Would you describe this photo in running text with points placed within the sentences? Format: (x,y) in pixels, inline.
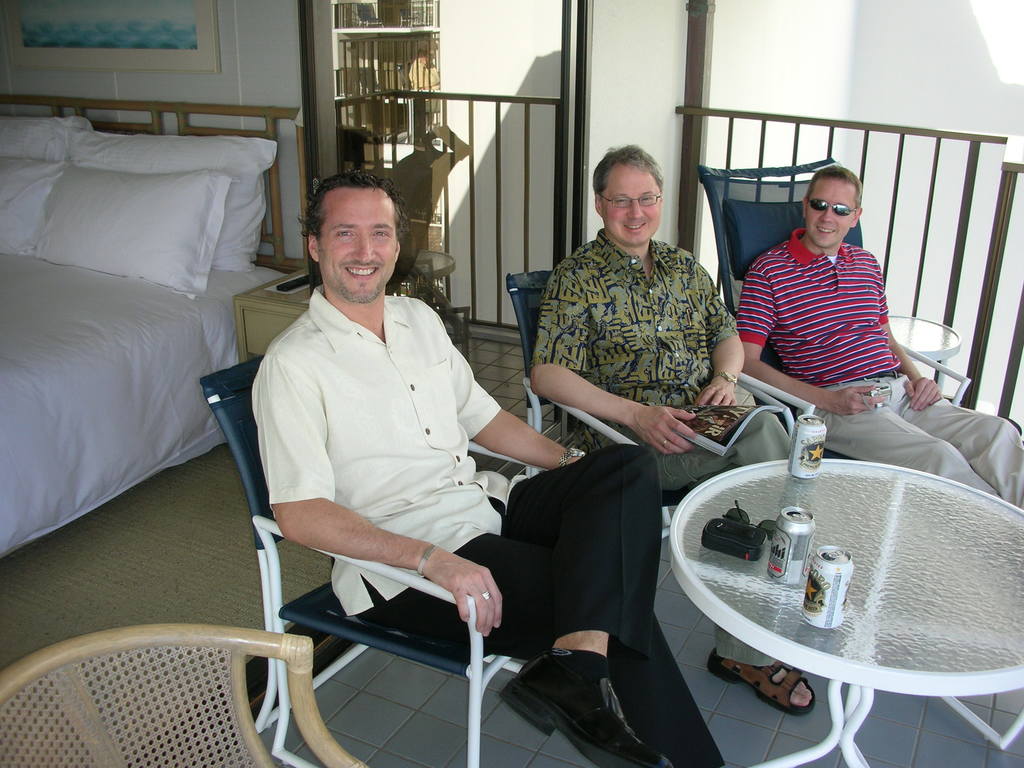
In this image i can see 3 persons (692,347) sitting on chairs (727,269) in front of a table (957,646), On the table (861,603) i can see three things (779,541), a sun glass (769,525) and few other objects (735,533). The person (683,419) sitting in the middle (681,432) is holding a book (706,419). In the background (185,59) i can see a bed (93,308), few pillows (85,229), the wall (285,74) and the photo frame (149,70).
